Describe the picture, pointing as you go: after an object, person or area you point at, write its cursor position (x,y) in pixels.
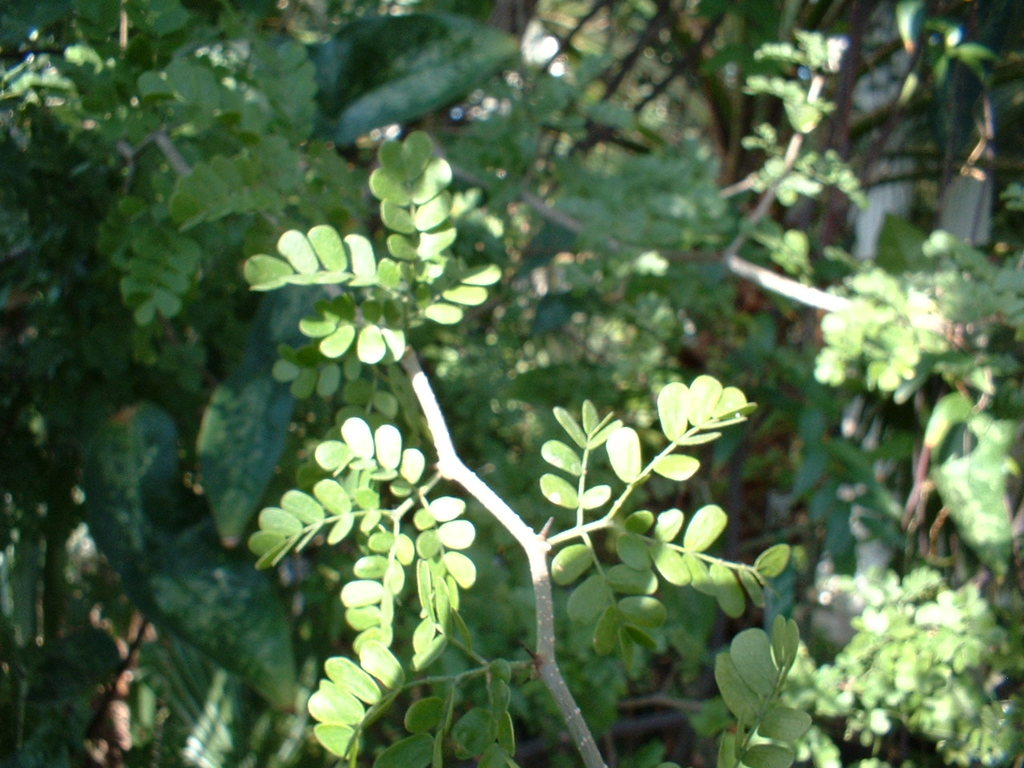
In this image we can see group of leaves (684,568) on the stem (556,679) of a plant (551,687). In the background (781,154), we can see group of plants (174,344).
